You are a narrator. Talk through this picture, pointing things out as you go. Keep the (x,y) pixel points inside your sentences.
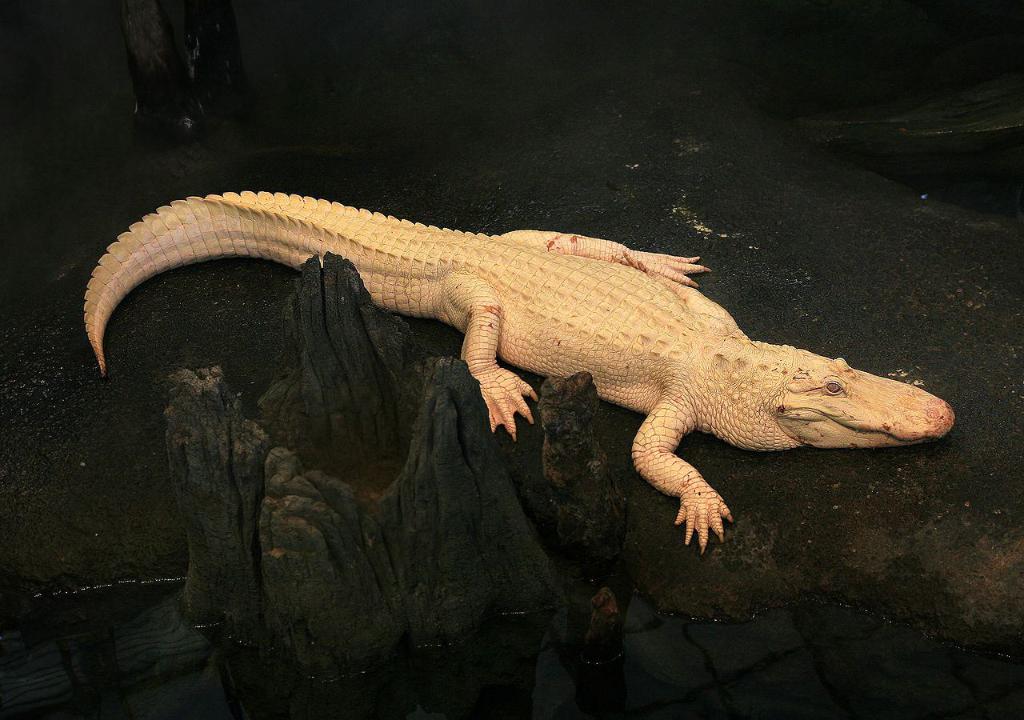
In this image, we can see a crocodile (142,235) on the ground (193,177), there is a black color tree trunk (414,473) and we can see water (340,692).
